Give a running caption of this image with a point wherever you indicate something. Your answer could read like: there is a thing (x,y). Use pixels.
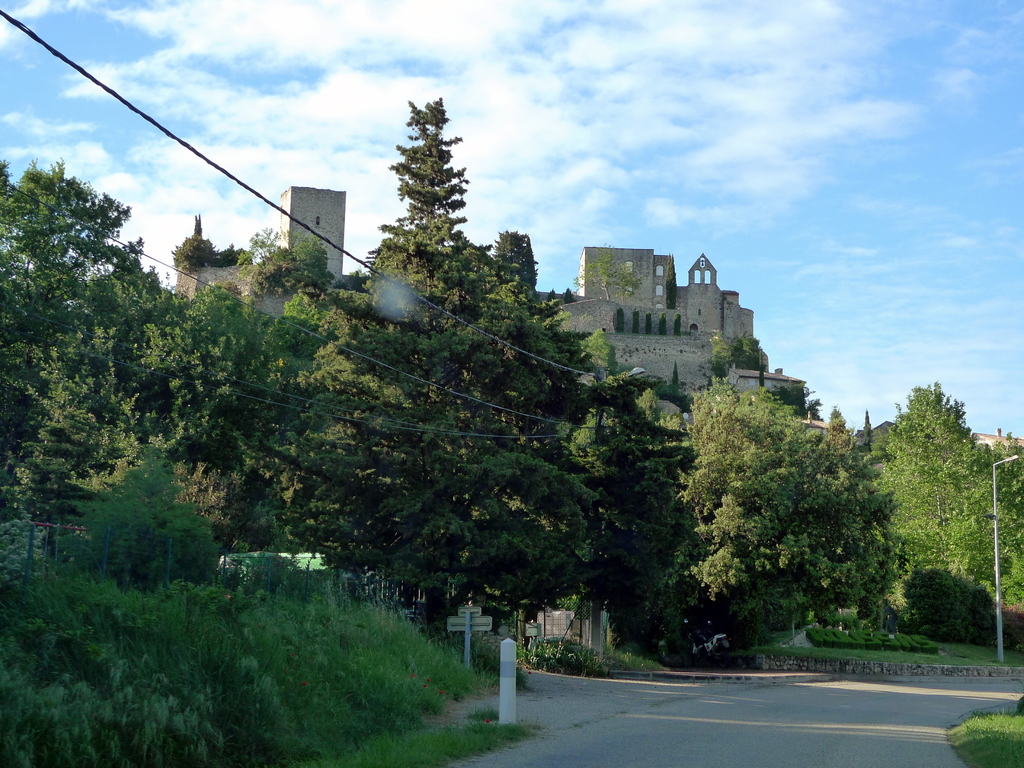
In this picture we can see the road (780,743), poles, trees (481,558), wires (202,369), grass (478,670) fort (598,315) and in the background (645,247) we can see the sky (486,97) with clouds (618,93).
